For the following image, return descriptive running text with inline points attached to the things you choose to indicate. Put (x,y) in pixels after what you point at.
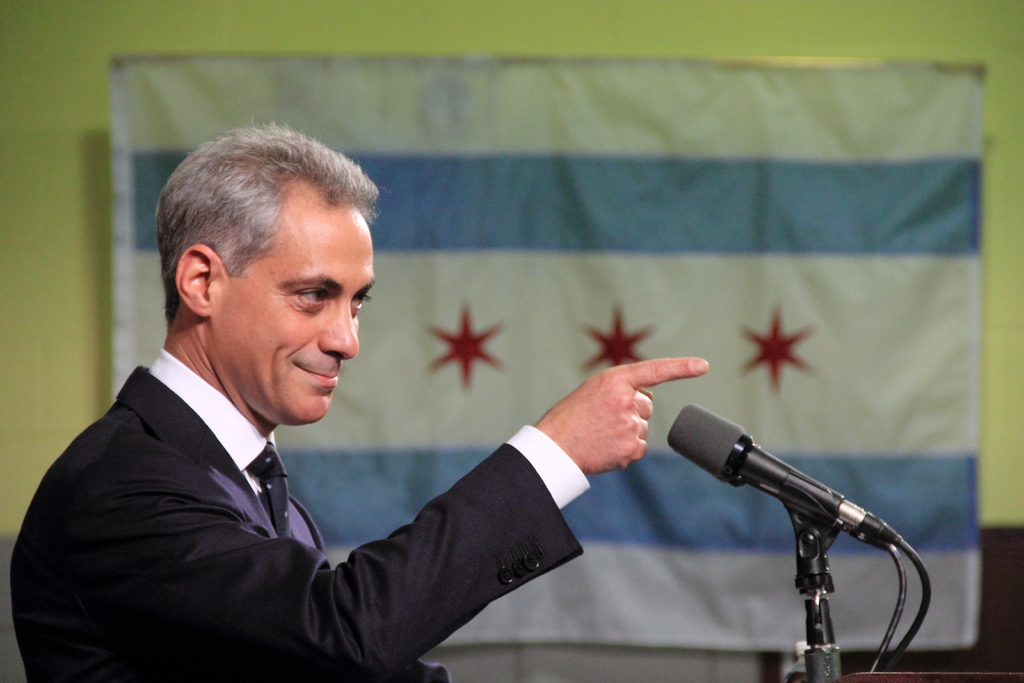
In the image there is a man (421,567) standing in front of a mic (799,513) and he is pointing his hand (552,436) towards something, behind the man (187,278) there is a banner (389,354).
